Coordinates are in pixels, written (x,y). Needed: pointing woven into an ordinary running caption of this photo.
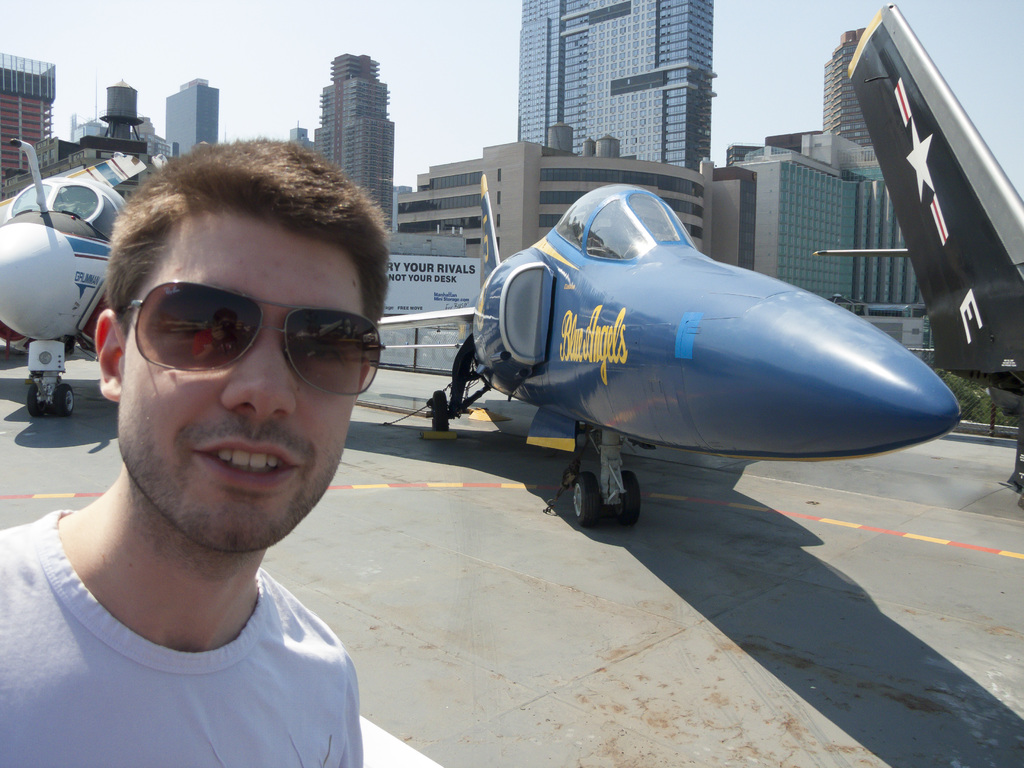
In this picture we can see a man (184,716) in the front (184,716), there are three aircraft (672,340) here, in the background (687,184) there are some buildings (647,97), we can see the sky (481,83) at the top of the picture (349,32), this man (216,633) wore goggles (202,367).
